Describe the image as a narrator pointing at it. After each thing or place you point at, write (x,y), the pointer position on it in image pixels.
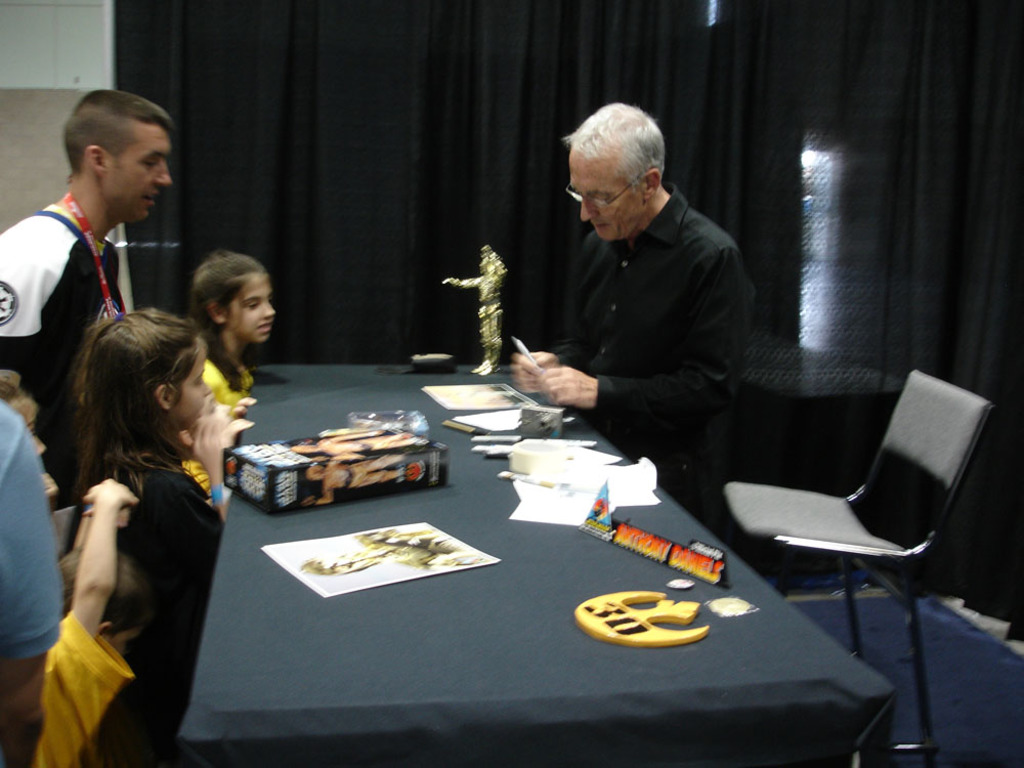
There are 4 kids (172,395) and 3 men (72,166) at the table (372,392). On the table (512,591) we can see a box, papers (494,418), camera (527,426) and statue (498,345). In the background (796,412) there is a chair (817,510), wall (29,42) and a curtain (528,95).
